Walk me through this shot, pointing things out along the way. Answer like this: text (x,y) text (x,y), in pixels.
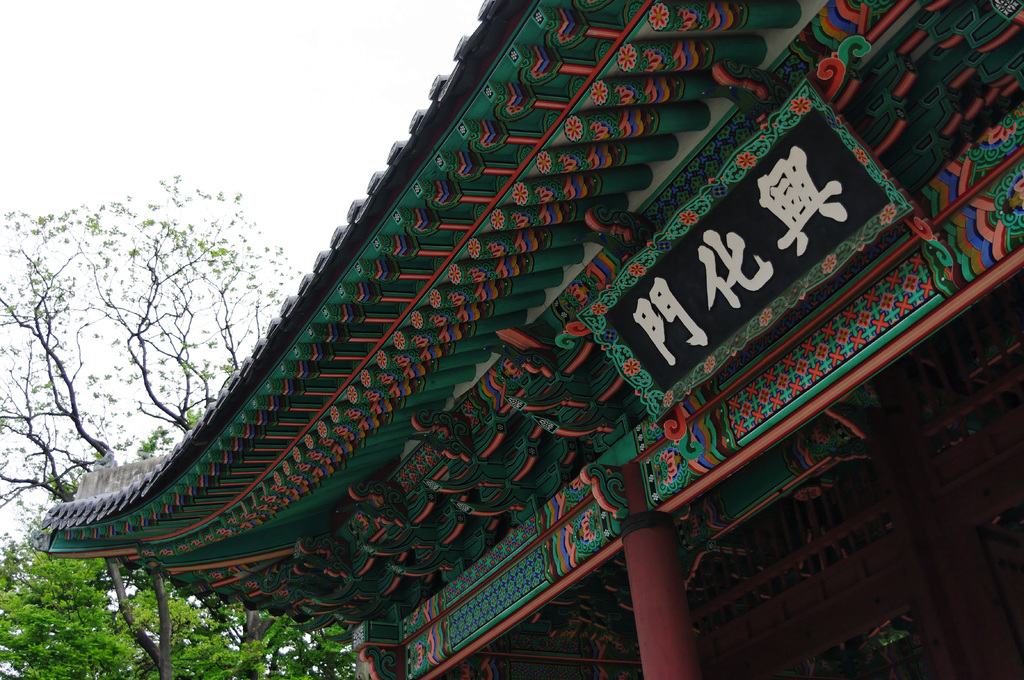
In this picture we can see some text (803,167) on an ancient architecture (391,582). There are a few trees (148,439) visible on the left side (94,632).
